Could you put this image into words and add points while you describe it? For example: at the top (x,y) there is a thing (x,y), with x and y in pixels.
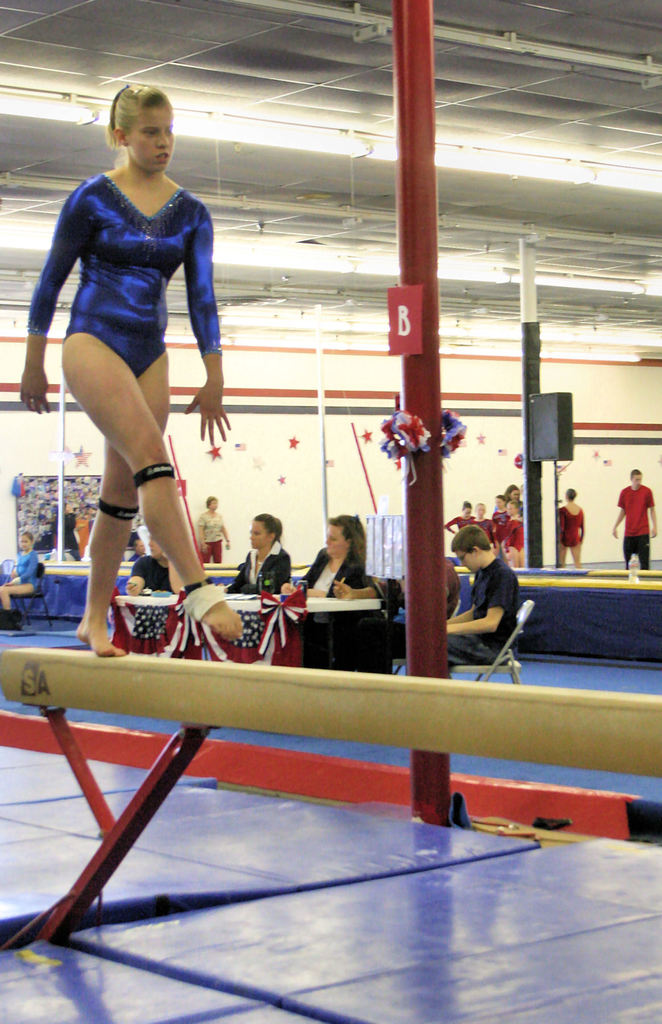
In this picture on the left side (138,204), we can see a woman (155,291) walking, we can also see group of people (397,593) sitting on chair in front of the table (377,607). On that table (241,655), we can also see a cloth (272,622). On the right side (647,494), there are group of people (577,509) wearing red color shirt (635,499) are standing. In the background (9,528), we can see few people (212,515) hoardings (98,494), wall (233,483). On top (339,171) there is a roof (307,201) with few lights (265,128).
